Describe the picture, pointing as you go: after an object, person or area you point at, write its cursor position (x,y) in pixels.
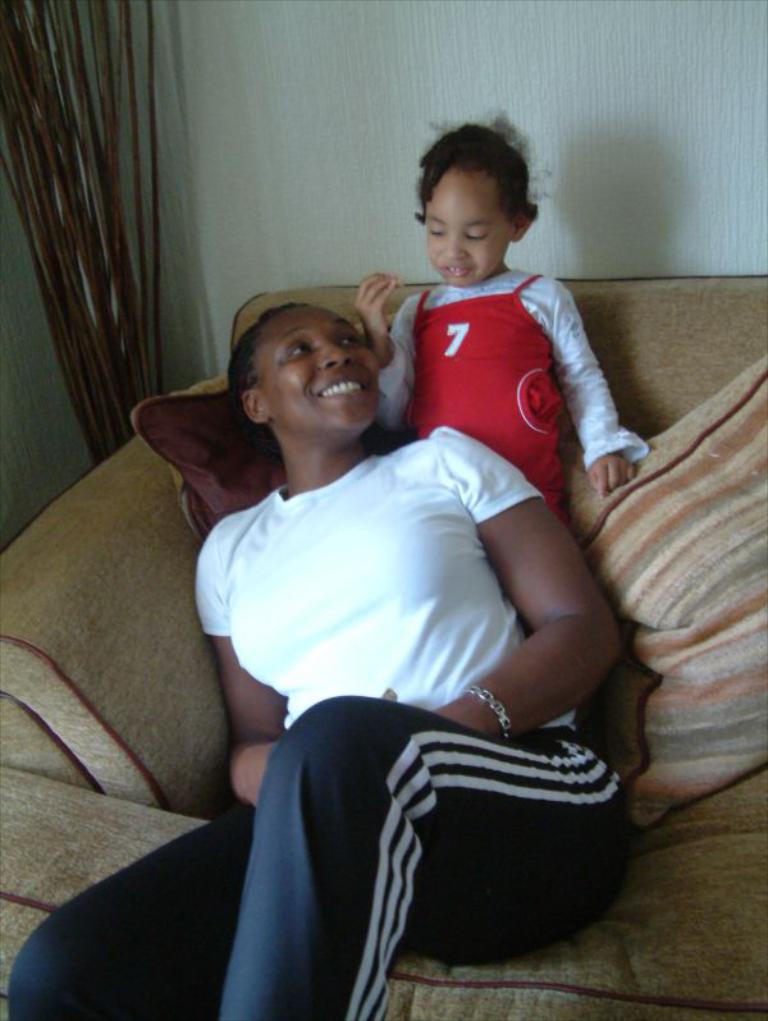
In this image we can see the person (280,699) sitting on the couch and there is the child (449,391) standing and there are pillows (711,709). And at the back (391,62) we can see the wall (276,85) and wooden sticks (109,174).
